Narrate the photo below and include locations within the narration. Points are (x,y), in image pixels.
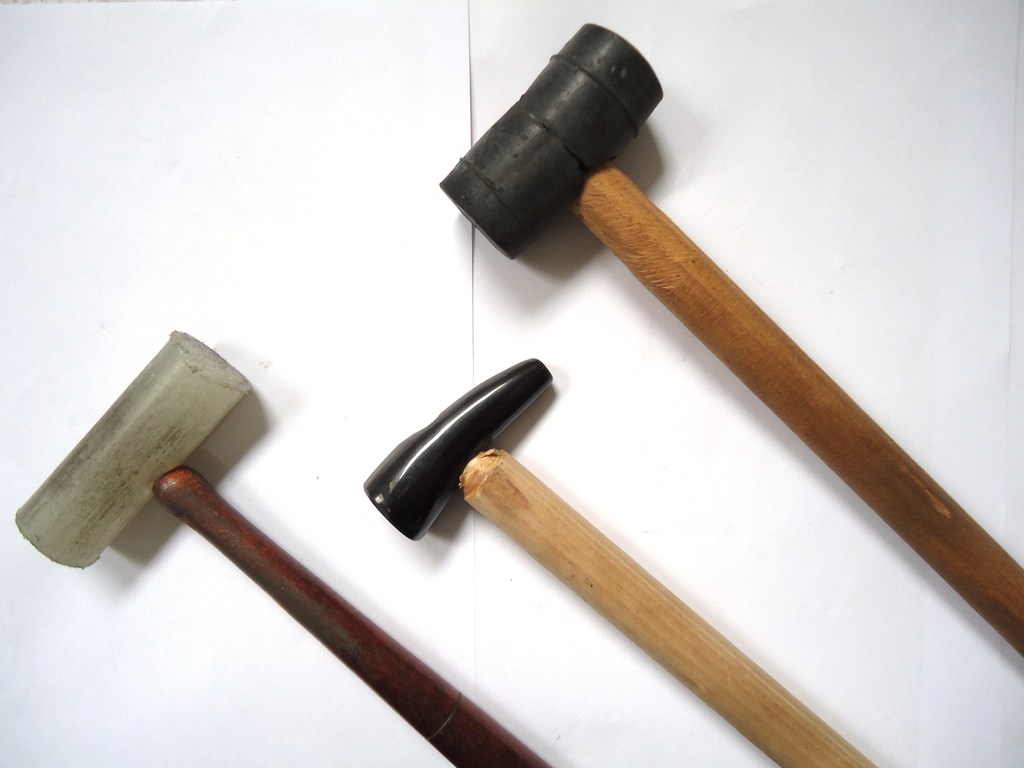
There are three hammers (426,461) present on the white color surface (259,389).
